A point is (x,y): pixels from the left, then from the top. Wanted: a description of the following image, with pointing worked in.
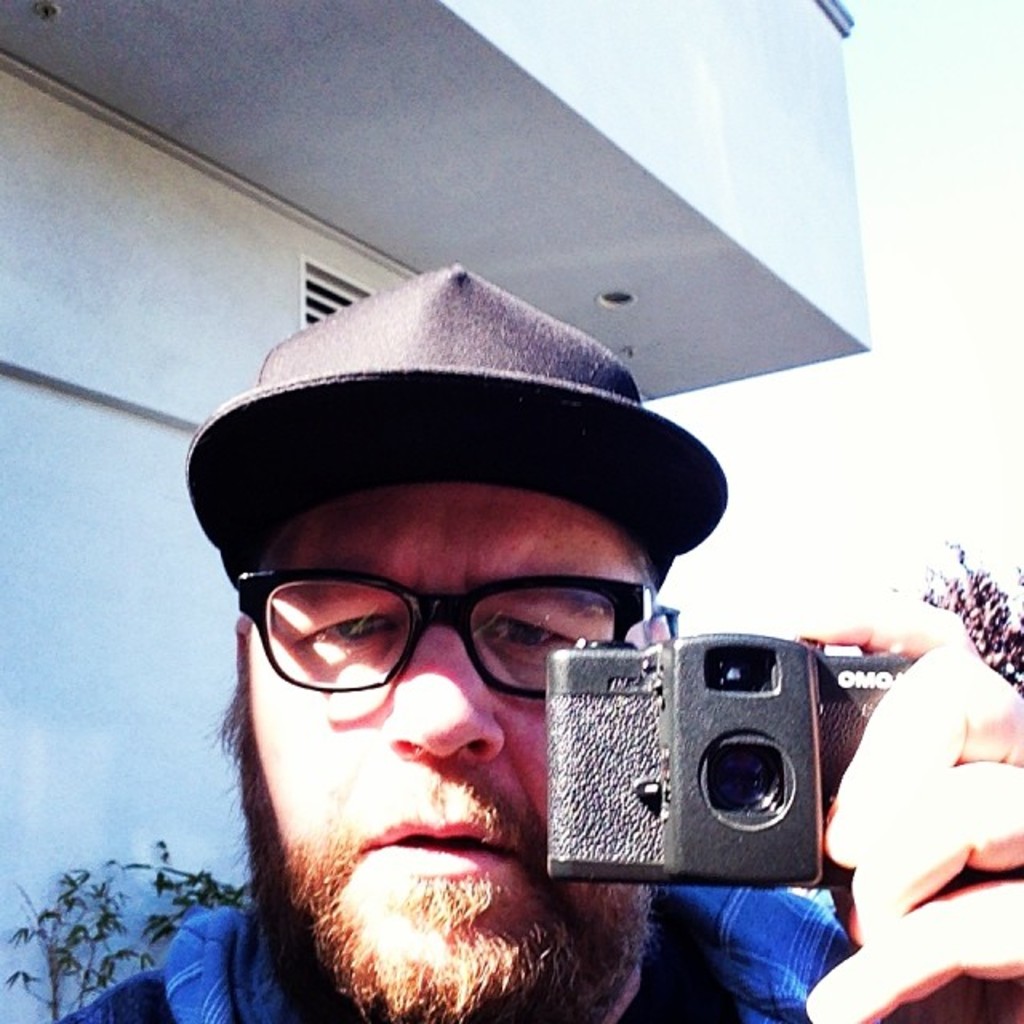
This picture shows a man (897,648) holds a camera (690,715) in his hand (953,936) and we see a building (123,74) back of him.
